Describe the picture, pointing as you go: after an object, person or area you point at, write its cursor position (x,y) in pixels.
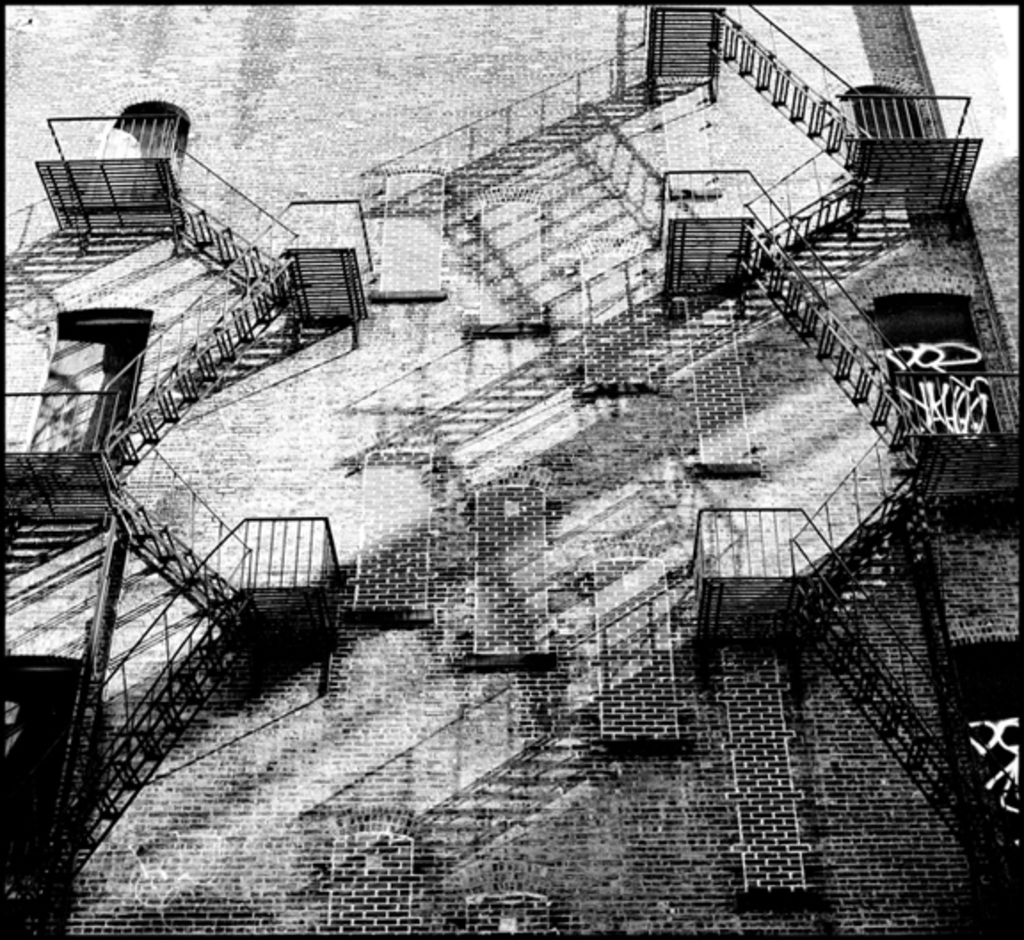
In this image there is a outer view of building (194,773) where we can see there are stairs (966,810) in the shape of ladders (785,261) from one floor (928,453) to other.
